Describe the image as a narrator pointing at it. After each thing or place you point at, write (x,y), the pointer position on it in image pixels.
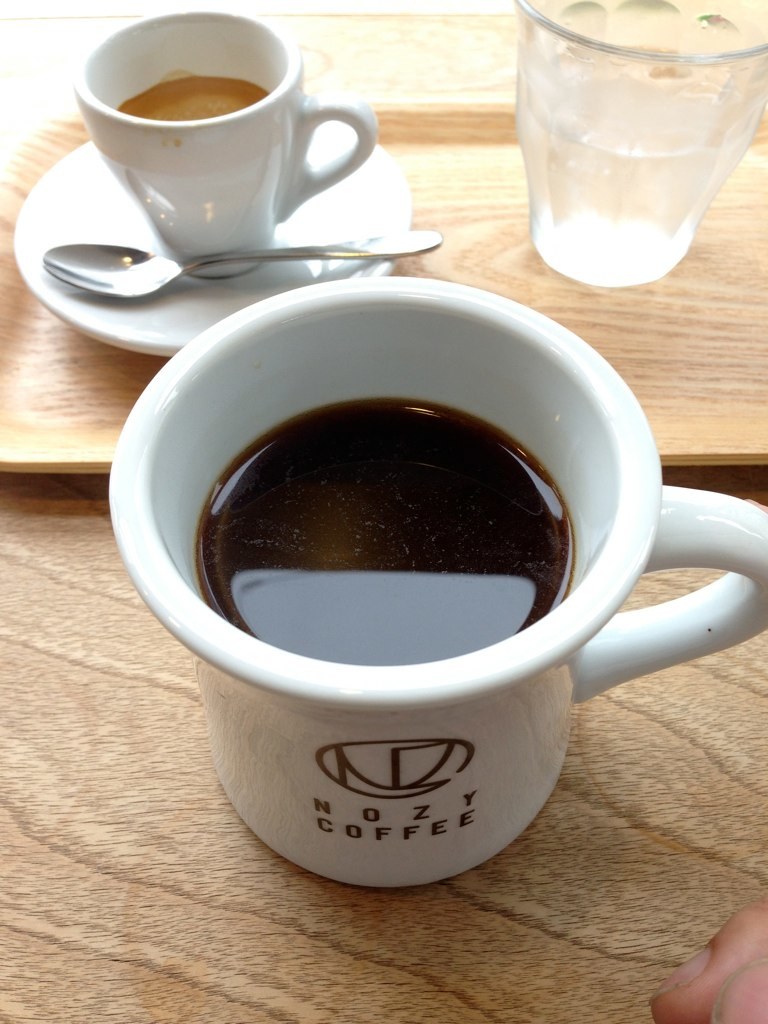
In this picture I can see a glass (673,105), a tea cup (342,177) with saucer (53,216) and a spoon (282,257) on the serving tray (627,295) and I can see another cup (335,674) on the table (651,919). I can see human fingers (733,989) at the bottom right corner of the picture (753,940).
